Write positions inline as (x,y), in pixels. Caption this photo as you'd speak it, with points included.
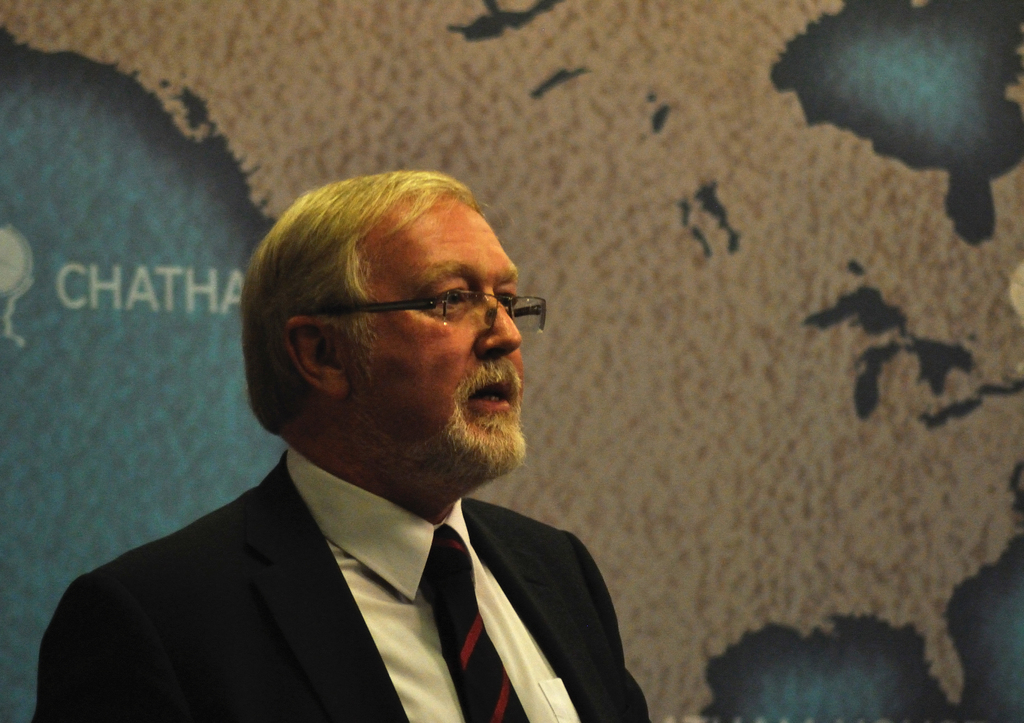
In this image in front (66,697) there is a person (386,500). Behind him there is a map (704,225) with some text (179,285) on it.
